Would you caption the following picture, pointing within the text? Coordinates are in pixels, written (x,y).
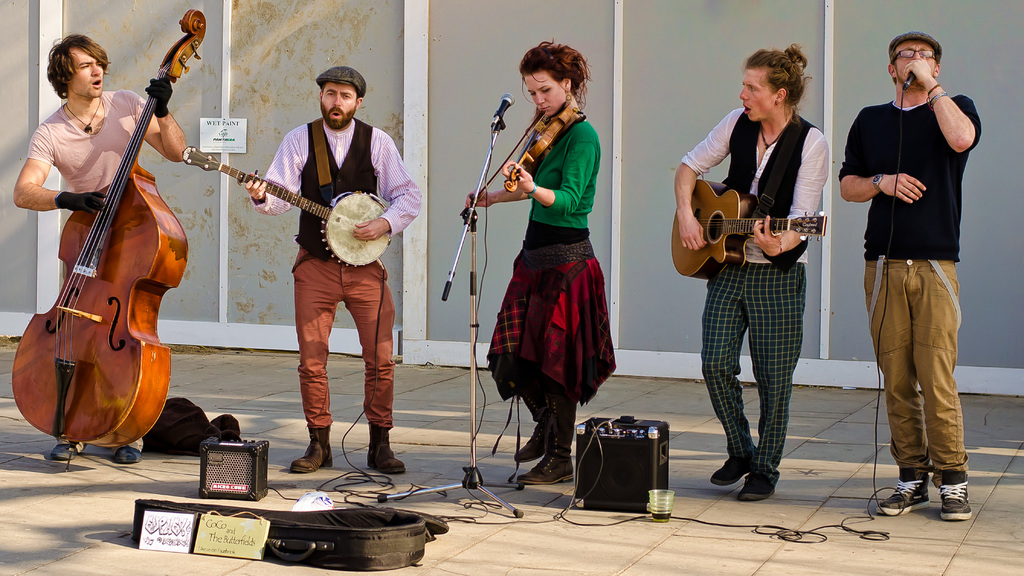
In this image I see 5 persons (573,67) in which one of them is a woman (573,91) and rest of them are man (763,94). I can also see that all of them are holding the musical instruments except this man (902,47) over here and he is holding a mic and all of them are on the path (639,385). In the background (266,319) I see the wall (58,34).
